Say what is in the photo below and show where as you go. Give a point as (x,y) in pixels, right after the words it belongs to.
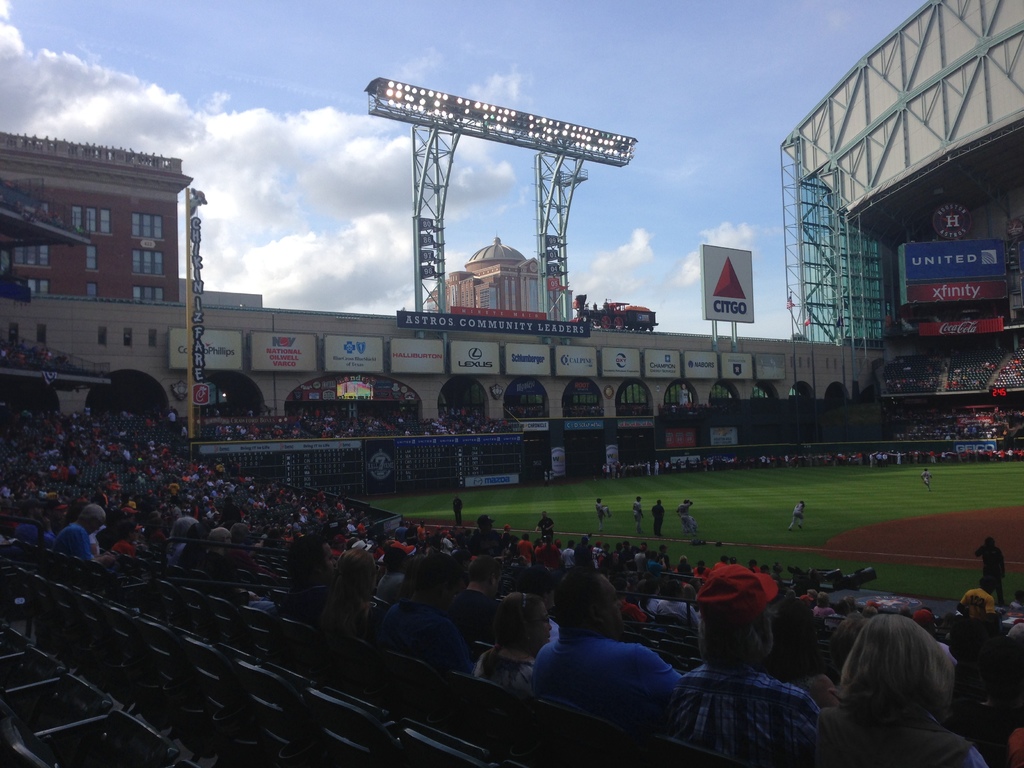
In this image we can see many people (401,643) in the stadium (622,714). There are many boards (947,300) in the image. There is a grassy land (754,501) in the image. We can see the clouds (276,184) in the sky (288,206). There are few buildings (471,267) in the image. We can see few people (639,507) on the ground (800,488). We can see the lights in the image.
